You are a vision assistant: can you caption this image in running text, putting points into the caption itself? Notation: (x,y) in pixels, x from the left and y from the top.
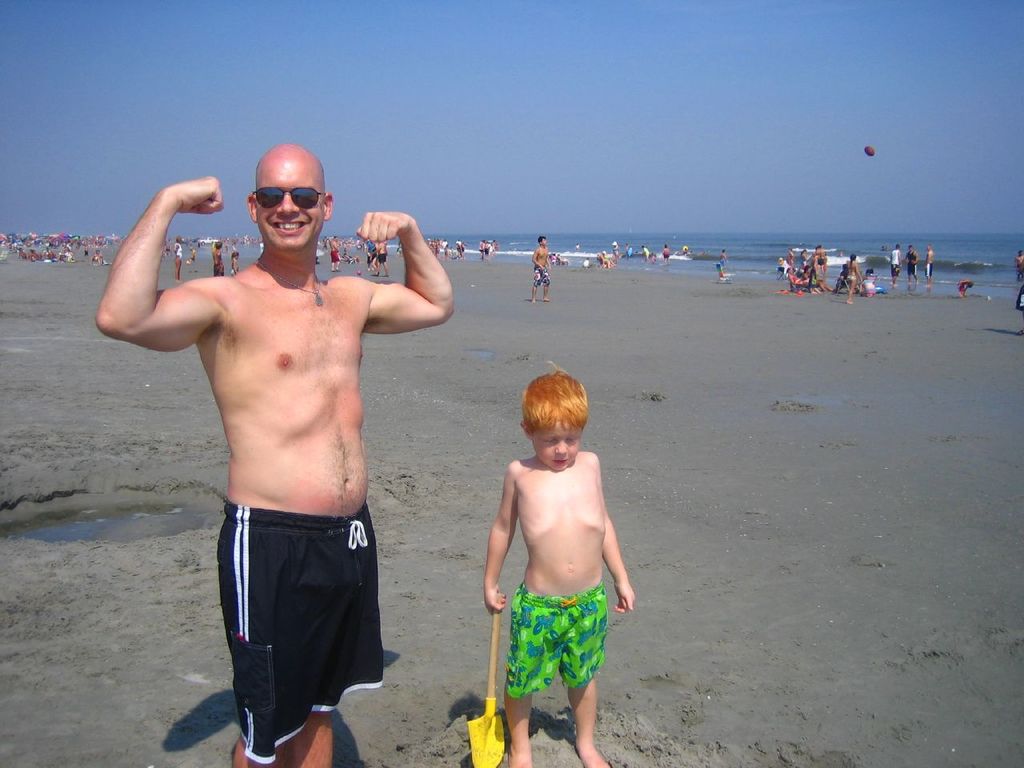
This picture is clicked outside the city. In the center (538,412) there is a kid (561,572) holding an object (496,720) and standing on the ground (460,722). On the left (224,289) there is a man (307,461) standing on the ground (341,707). In the background (792,255) we can see the group of people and a water body (768,243) and there is an object (870,154) in the air (897,151) and we can see the sky (439,135).
